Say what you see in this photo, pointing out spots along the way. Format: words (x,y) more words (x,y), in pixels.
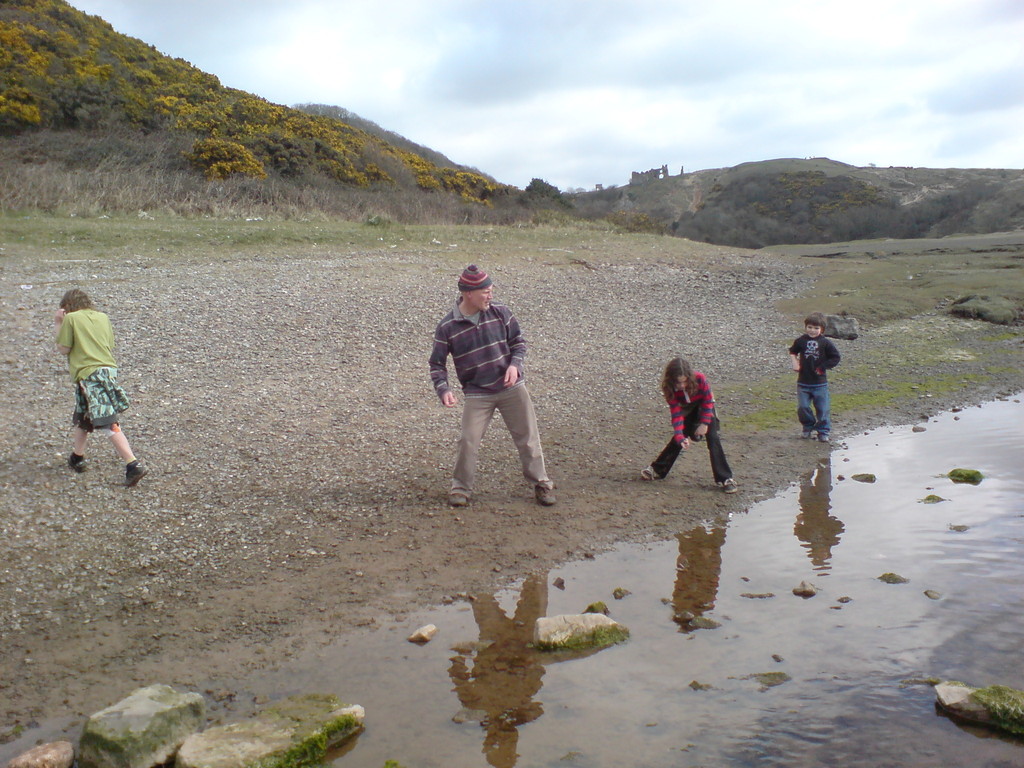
There are four people (444,391) standing. I can see the water (555,664). These look like the hills (443,176). I can see the trees (920,213) and bushes (454,192). This is the sky (602,179).
